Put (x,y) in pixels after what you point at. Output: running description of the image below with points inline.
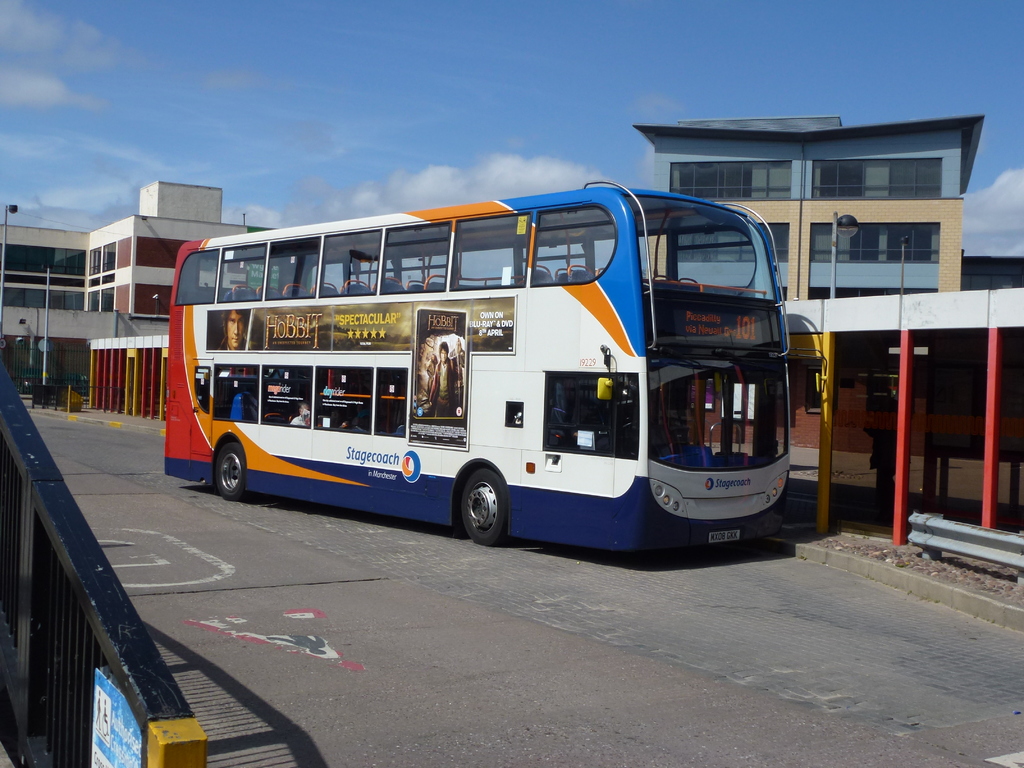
In this image there are buildings (93,339), in front of the buildings (137,356) there is a vehicle (431,450) on the road (568,617). In the background (329,143) there is the sky (290,143).
